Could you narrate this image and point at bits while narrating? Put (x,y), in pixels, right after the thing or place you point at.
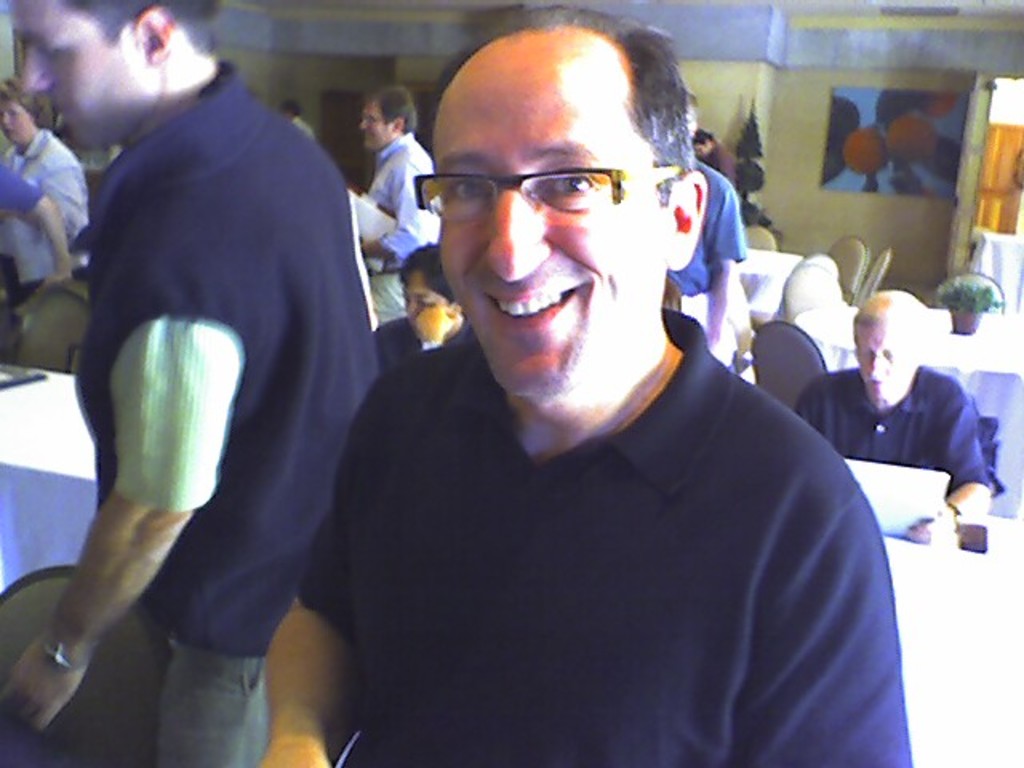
This person (496,306) wore spectacles (564,185) and smiling. Background (891,350) we can see people (341,306). Few people (866,335) are sitting on chairs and few people (356,306) are standing. Picture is on the wall (817,230). On these tables (989,352) there is a laptop (916,504), plant (971,311) and things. In-front of this wall (779,97) there is a plant (746,118).
